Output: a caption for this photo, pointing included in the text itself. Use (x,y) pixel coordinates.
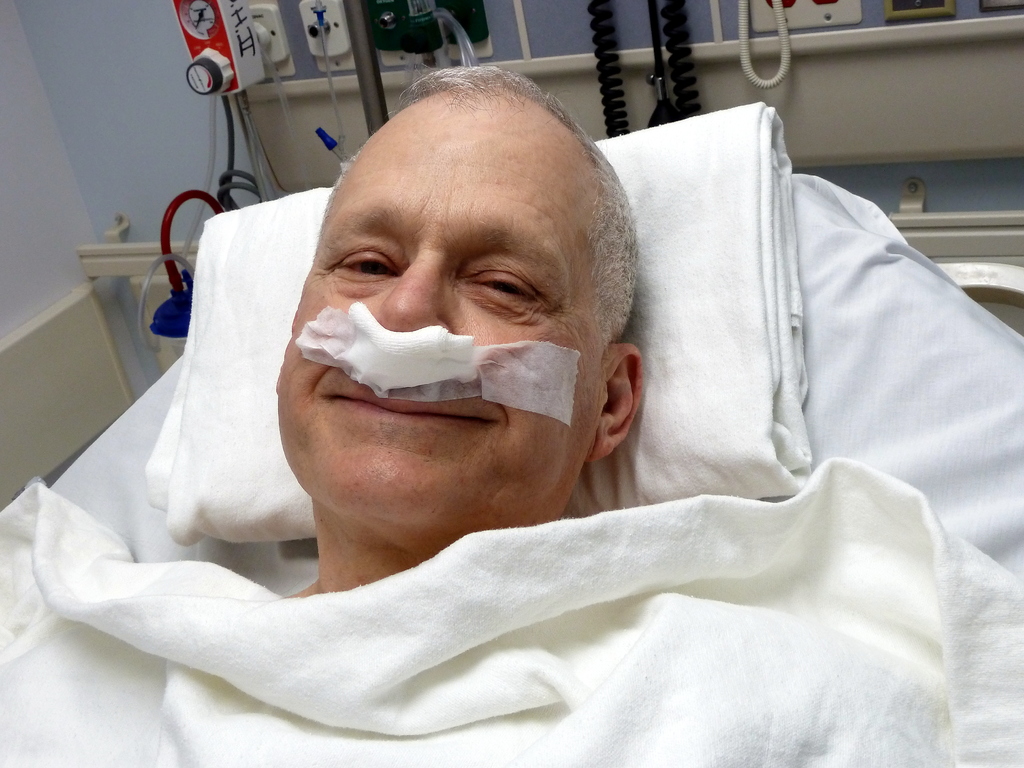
In this image we can see one man (429,287) lying on the bed (528,617), one pillow (715,364), two white bed sheets (696,682), one object (31,387) attached to the wall (871,62) on the left side of the image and in the background (1011,246) there are some objects (982,235) attached to the wall (33,370).
